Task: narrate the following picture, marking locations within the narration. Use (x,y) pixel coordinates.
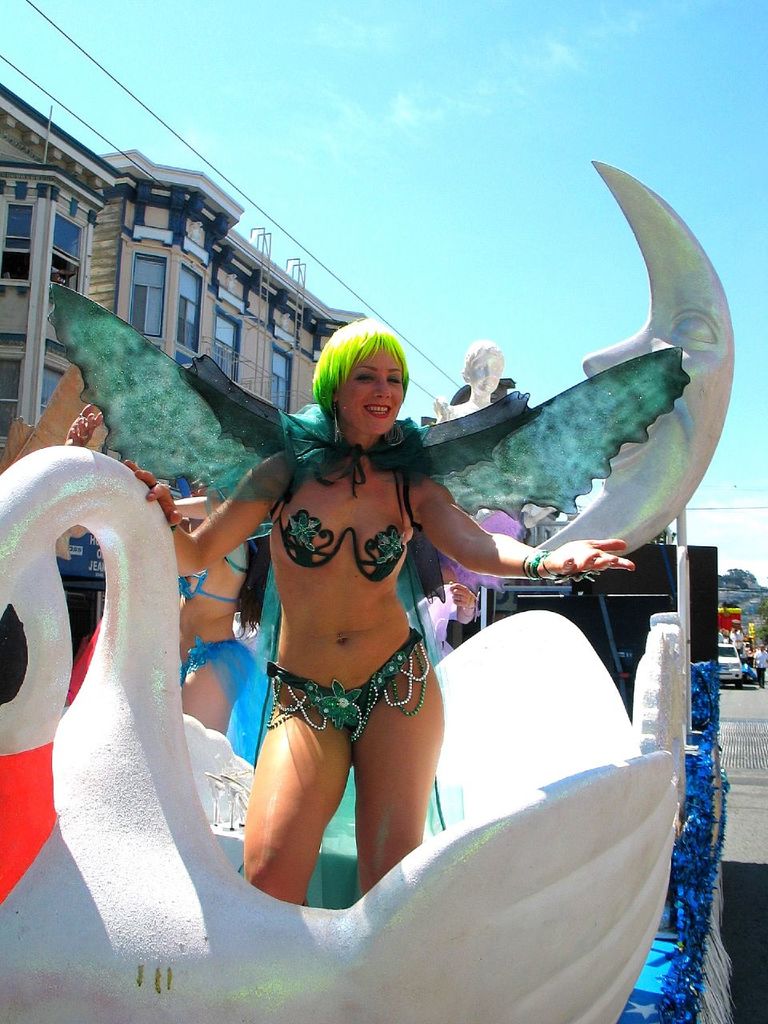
In the foreground (367,423) I can see a woman (326,571) is standing in a vehicle (405,867) and a statue (534,517). In the background (738,678) I can see vehicles (732,671), group of people (734,636), trees (759,621), buildings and the sky (449,300). This image is taken may be during a day on the road (728,688).
